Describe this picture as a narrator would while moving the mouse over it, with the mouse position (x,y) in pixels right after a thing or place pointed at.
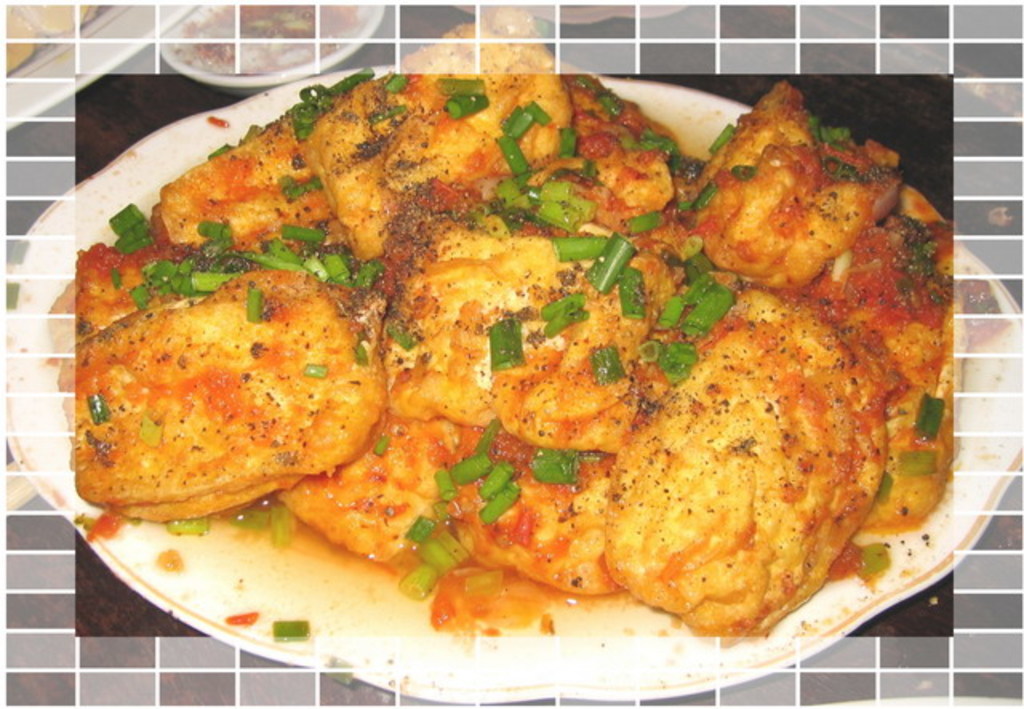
In this image I can see there is some food (389,420) placed in the plate (218,592) and it is placed on the table (99,109) and there are few other bowls (177,41), plates (110,45) placed on the table (25,568).
